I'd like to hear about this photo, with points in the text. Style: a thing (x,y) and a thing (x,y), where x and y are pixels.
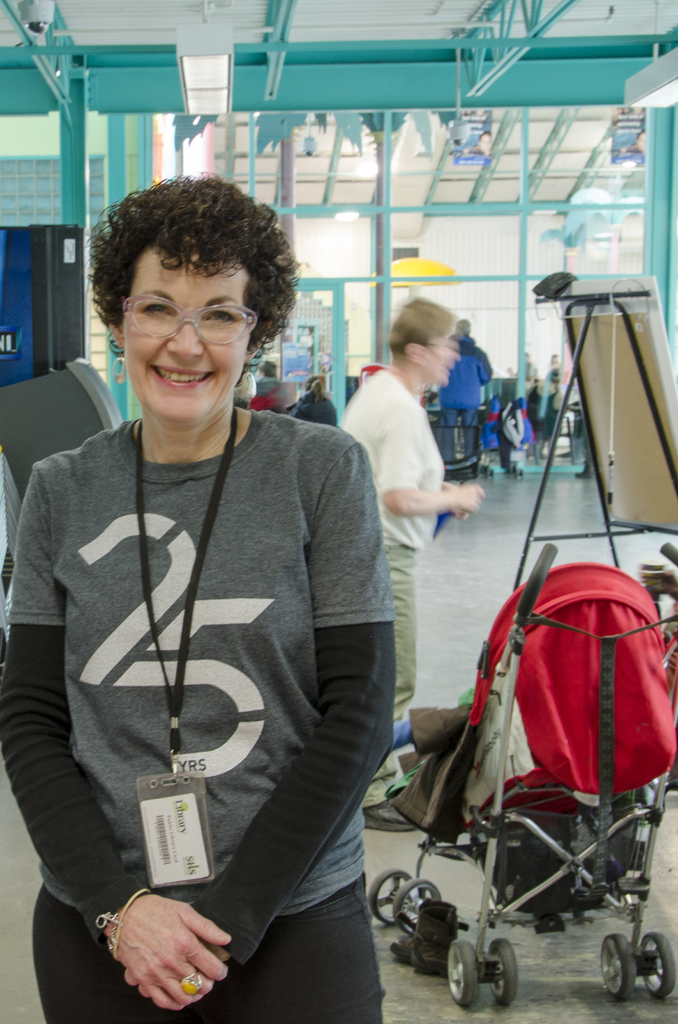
In the foreground of the picture (216,480) there is a woman (177,532) smiling, behind her there are cart (596,624), board (601,420) and a person (403,549) standing. In the background (313,245) there are glass windows (449,295), doors (321,296), people (468,338) and iron frames (117,98). At the top (216,79) there are lights (202,107).
